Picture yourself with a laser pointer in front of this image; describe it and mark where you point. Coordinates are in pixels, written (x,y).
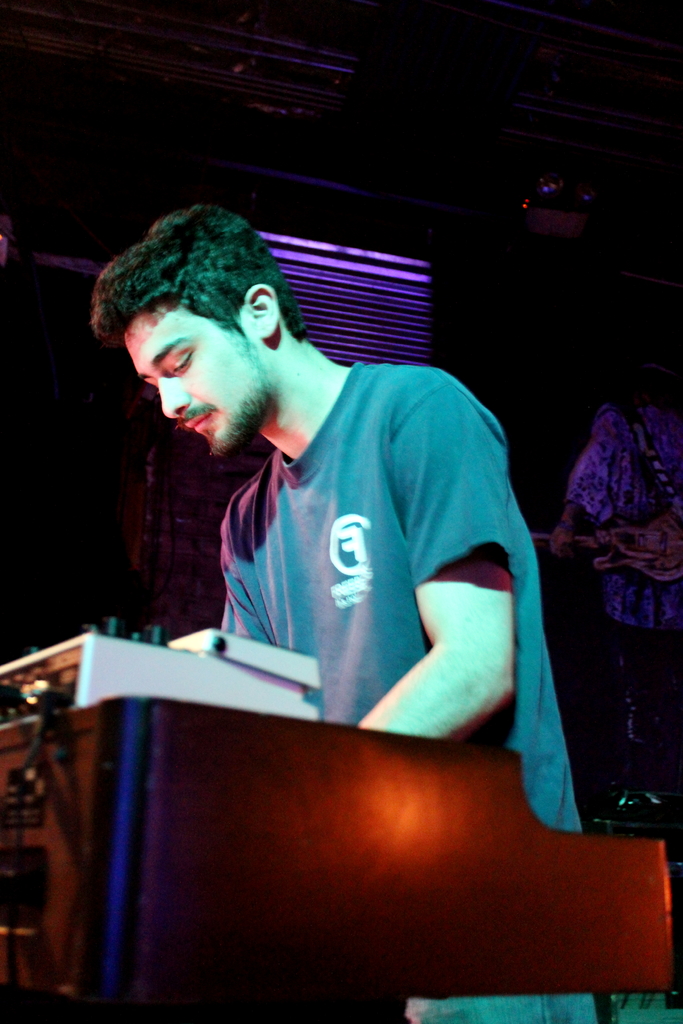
In this picture we can see a man (406,649) standing in front of a table (304,882), we can see an audio controller (204,704) on the left side (155,657), there is a dark background (4,618).
